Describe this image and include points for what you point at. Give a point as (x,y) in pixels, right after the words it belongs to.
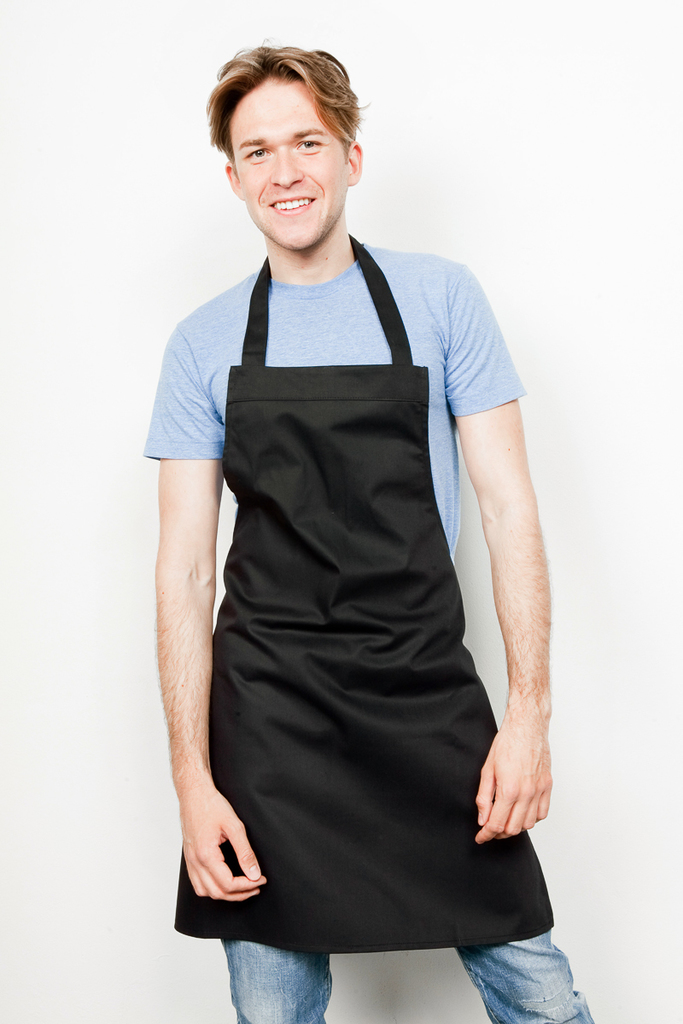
In this image, we can see a man (266,638) wearing an apron (424,654) and standing. He is smiling. In the background (658,245), we can see the white color.
